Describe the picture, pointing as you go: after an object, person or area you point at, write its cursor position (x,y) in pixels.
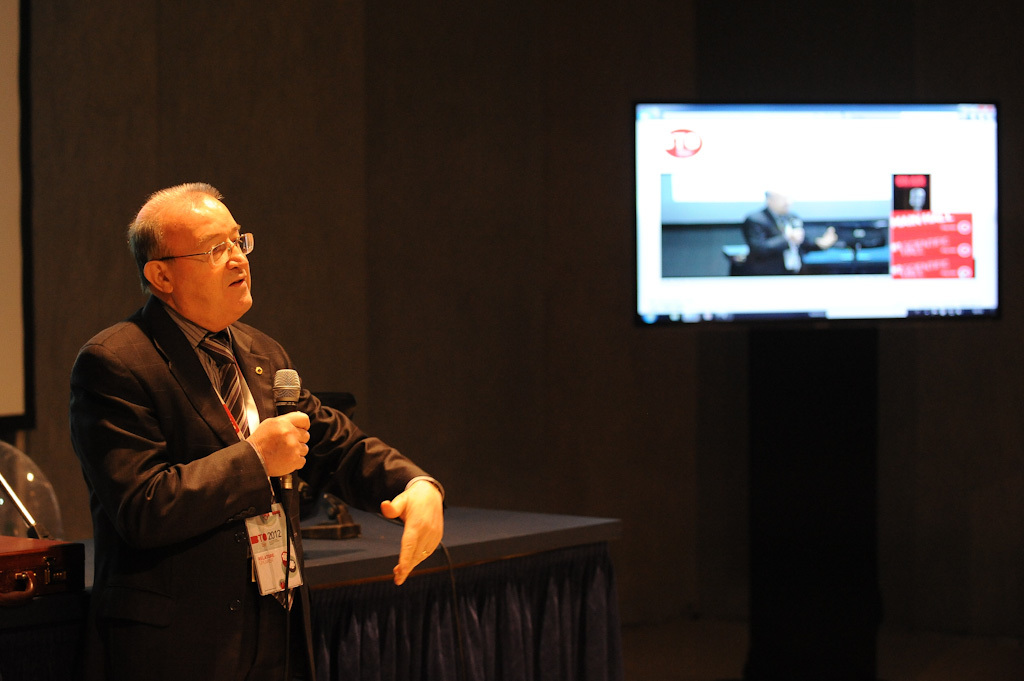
In this image a person (224,390) wearing a suit (198,369) and tie (226,361). He is holding a mike (283,400) in his hand (279,432). He is wearing spectacles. Behind him there is a table (343,551) having an object (353,524) on it. Left side (23,635) there is a table (15,645) having a suitcase (43,577) on it. Right side (958,294) there is a screen (861,244) having a picture (823,237) of a person (795,234) on it.
